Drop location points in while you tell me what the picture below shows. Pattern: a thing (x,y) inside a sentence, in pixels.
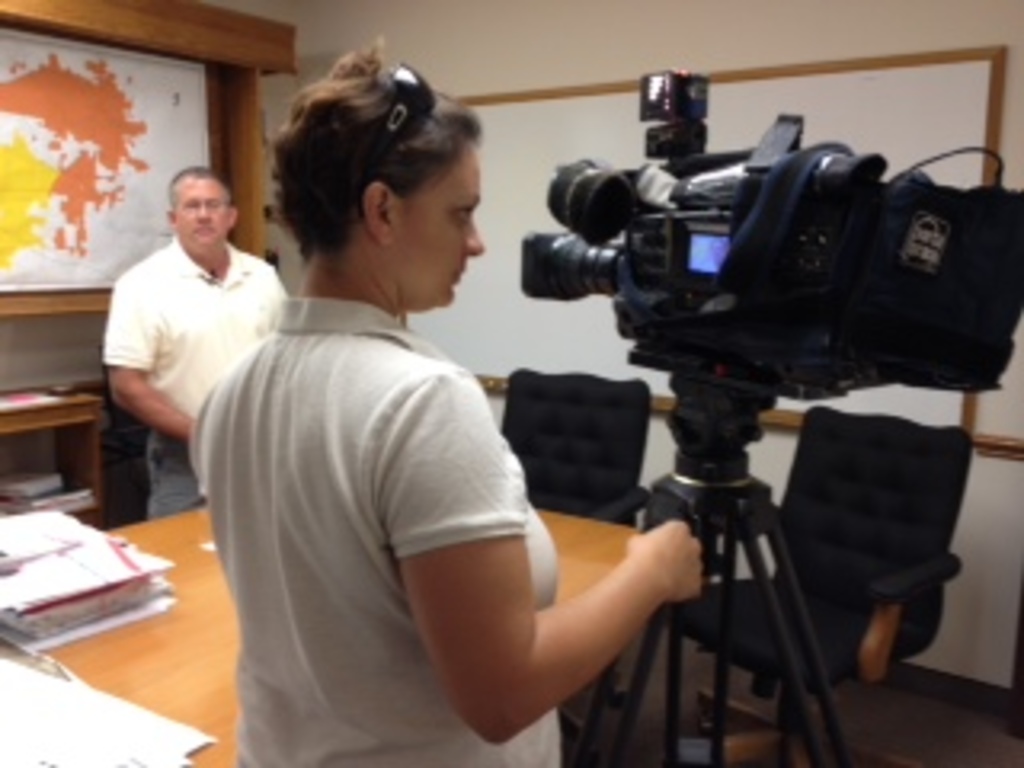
This image is clicked in a room (516,246), where there is a white board (763,126) on the right side (753,101). There is a video camera (748,296) and stand (719,634) on the right side (689,358). A woman (356,75) is holding that. She is wearing white dress (313,482). That is a table (109,656) in front of her and 2 chairs (636,488). On table (107,675) there are files (10,632), papers (113,712). There is a man (196,333) on the left side (190,328), behind him there is a map (105,252) and bookshelves (23,454), books (14,478) are in that bookshelves (42,426).
